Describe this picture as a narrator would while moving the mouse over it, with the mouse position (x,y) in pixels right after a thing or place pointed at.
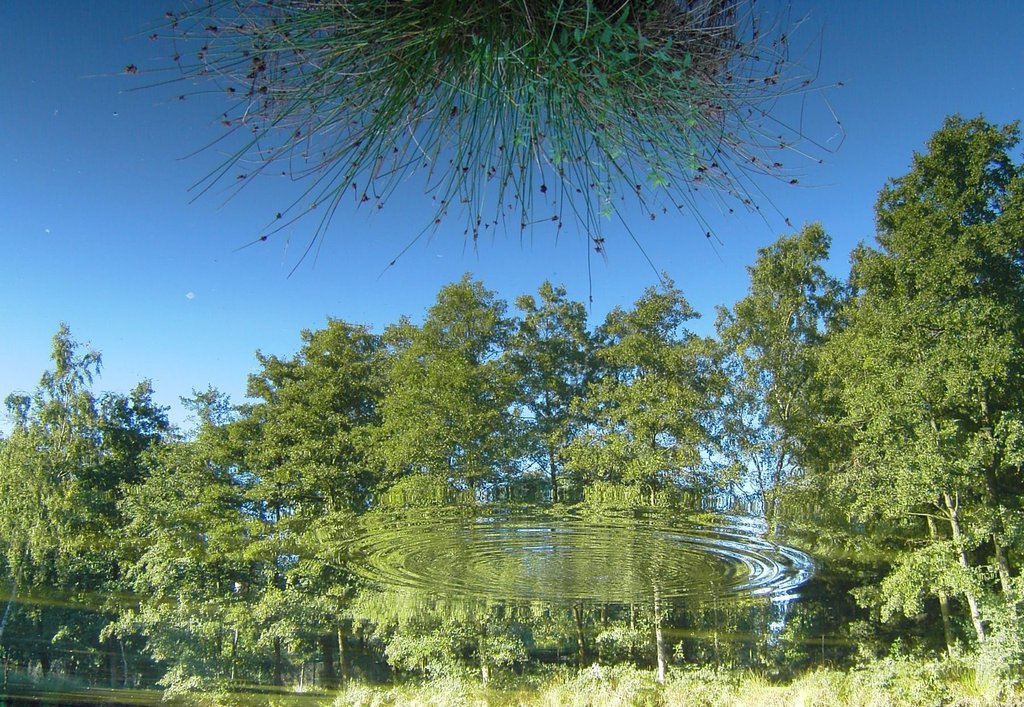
In the image there is water (394,570). On the water (409,398) there is a reflection of trees (811,622). In the image there are many trees (995,270) and also there is a sky (927,73). To the top middle of the image (563,69) there is a plant (517,57) with leaves (675,112).
